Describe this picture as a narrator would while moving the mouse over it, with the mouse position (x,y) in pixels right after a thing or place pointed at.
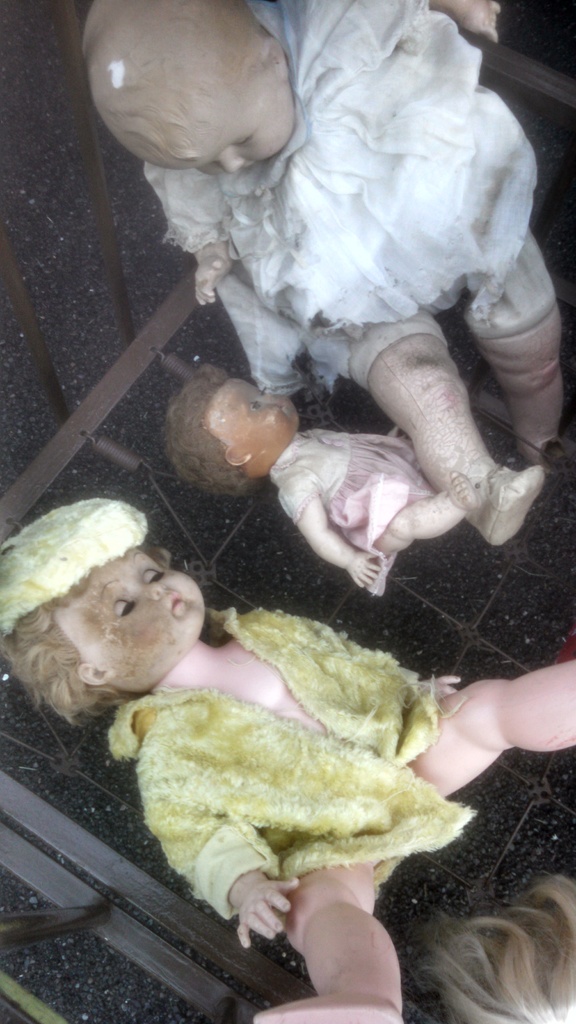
In this image we can see some dolls (109,632). We can also see some metal poles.
